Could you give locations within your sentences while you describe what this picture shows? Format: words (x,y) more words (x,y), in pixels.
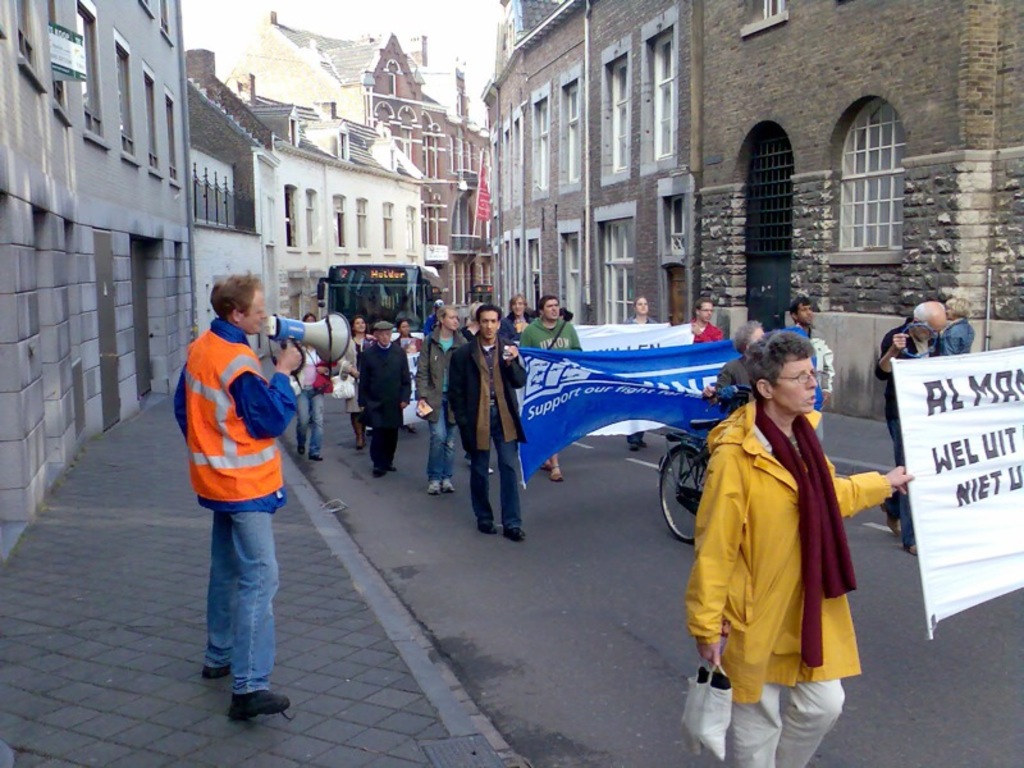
In this image I can see group of people (786,441) some are standing and some are walking and I can also see few banners (689,395), they are in blue and white color. Background (597,305) I can see a vehicle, and buildings (517,252) in gray, cream and brown color, and the sky (220,28) is in white color.
